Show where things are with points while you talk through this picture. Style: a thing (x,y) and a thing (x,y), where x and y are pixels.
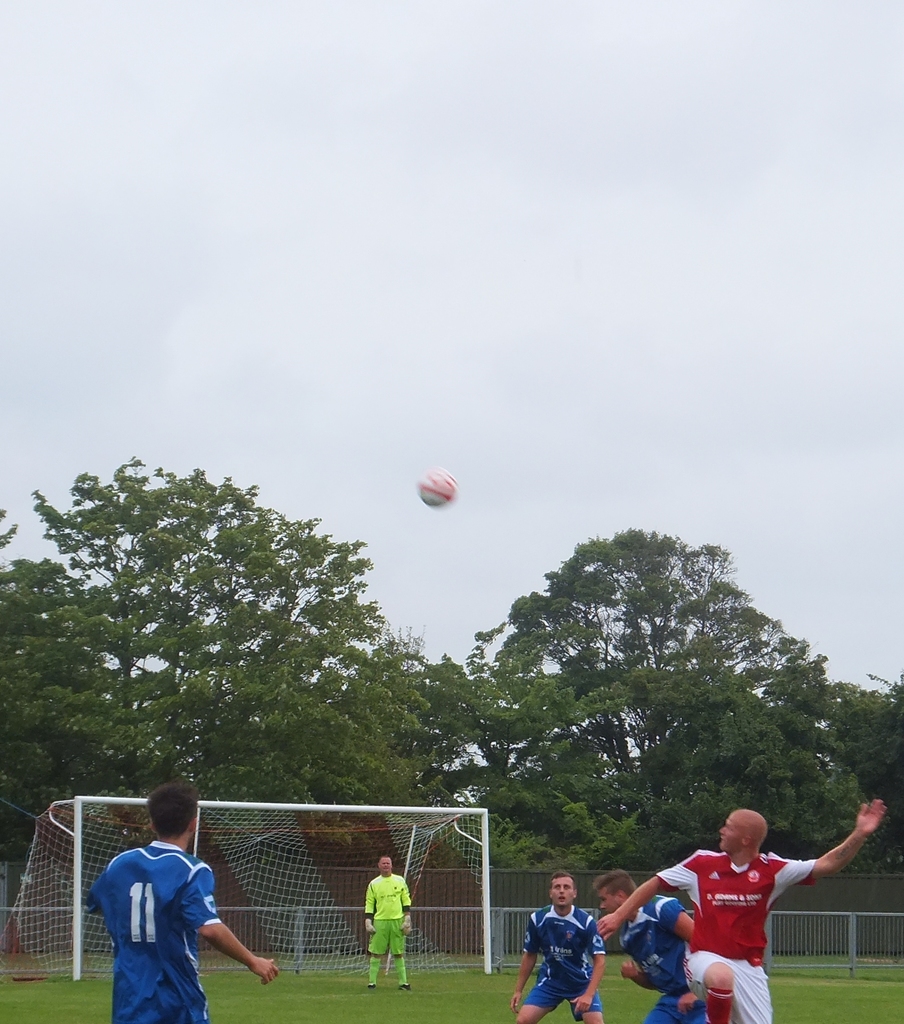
In the picture a group of people (193,877) are playing football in the ground (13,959) and behind the ground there are many trees (536,704).
